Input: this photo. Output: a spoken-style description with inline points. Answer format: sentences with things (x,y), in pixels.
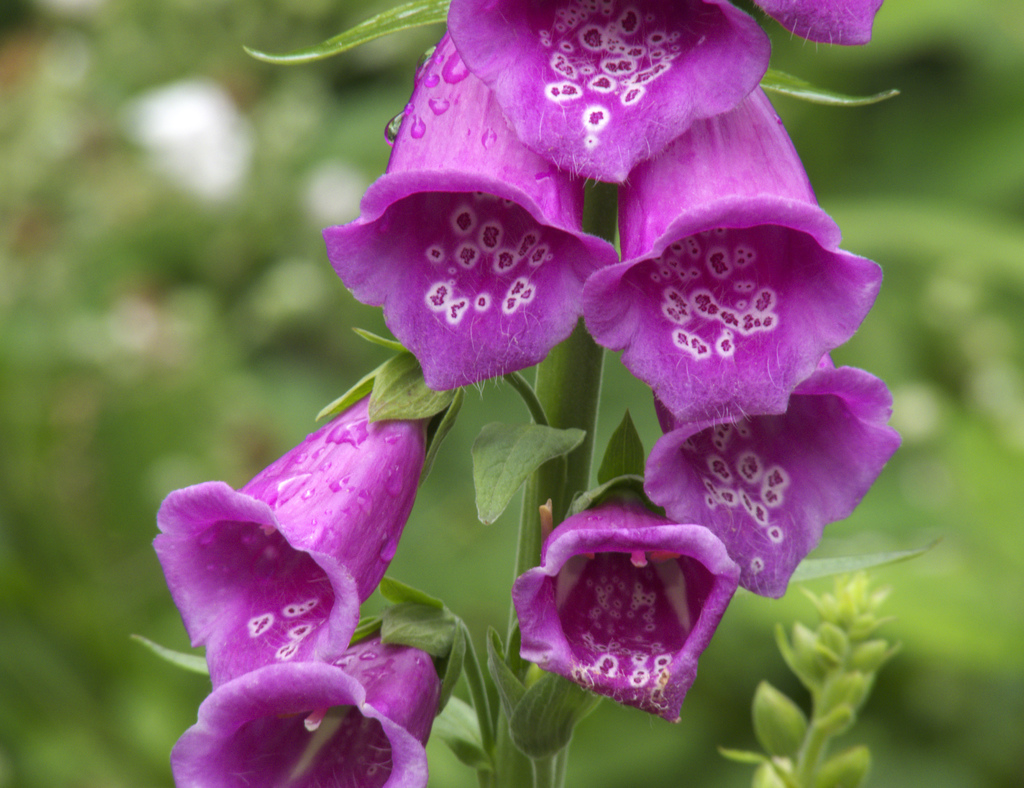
This looks like a plant (464,638) with the flowers (419,303), which are violet in color. These are the leaves (428,396). The background (288,170) looks blurry.
